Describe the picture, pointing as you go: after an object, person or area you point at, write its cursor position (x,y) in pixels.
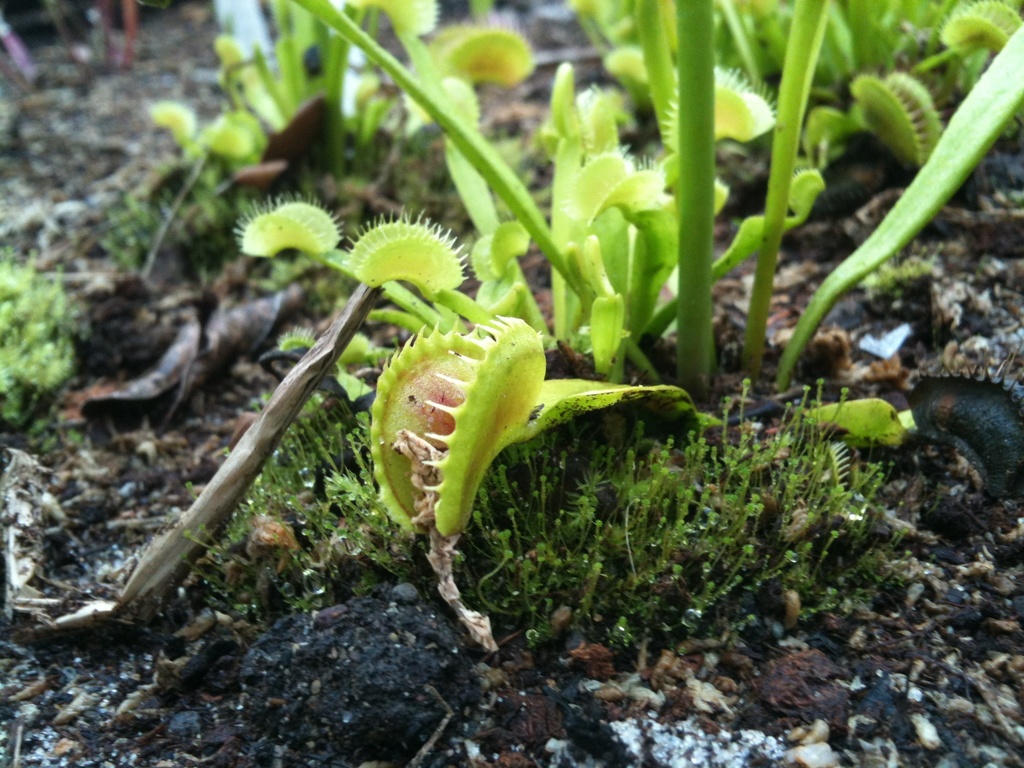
In this picture we can see few plants (643,365).
